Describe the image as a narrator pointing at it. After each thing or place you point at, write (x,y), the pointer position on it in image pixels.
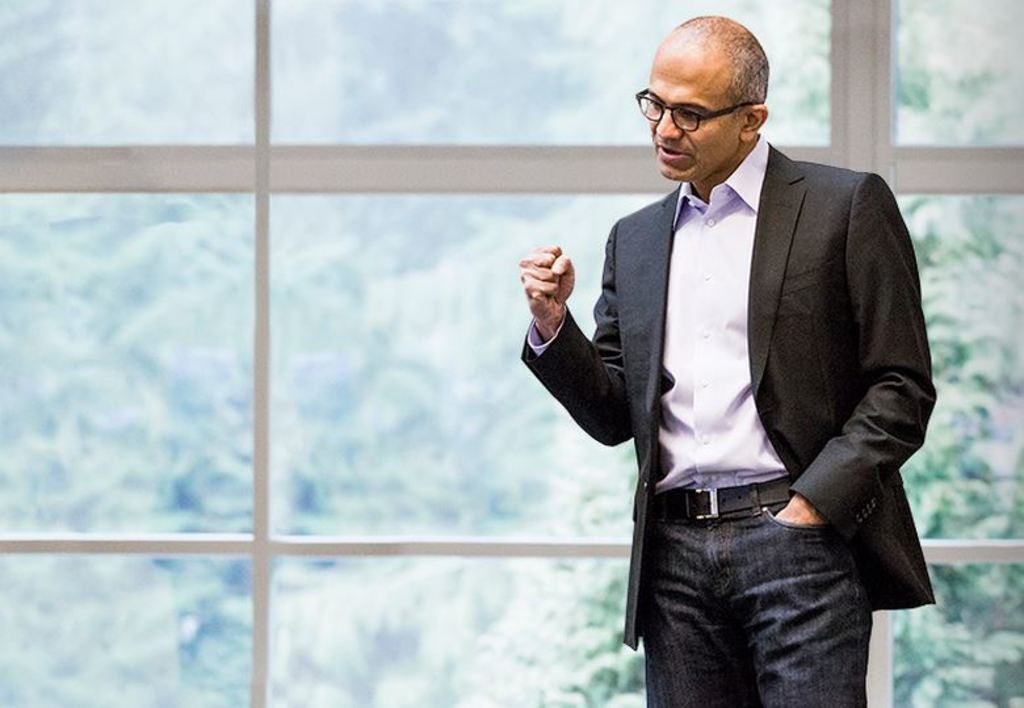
In this image I can see the person (904,389) is wearing white and black color dress (852,401). In the background (900,179) I can see the glass wall (167,245) and few trees (470,353).
